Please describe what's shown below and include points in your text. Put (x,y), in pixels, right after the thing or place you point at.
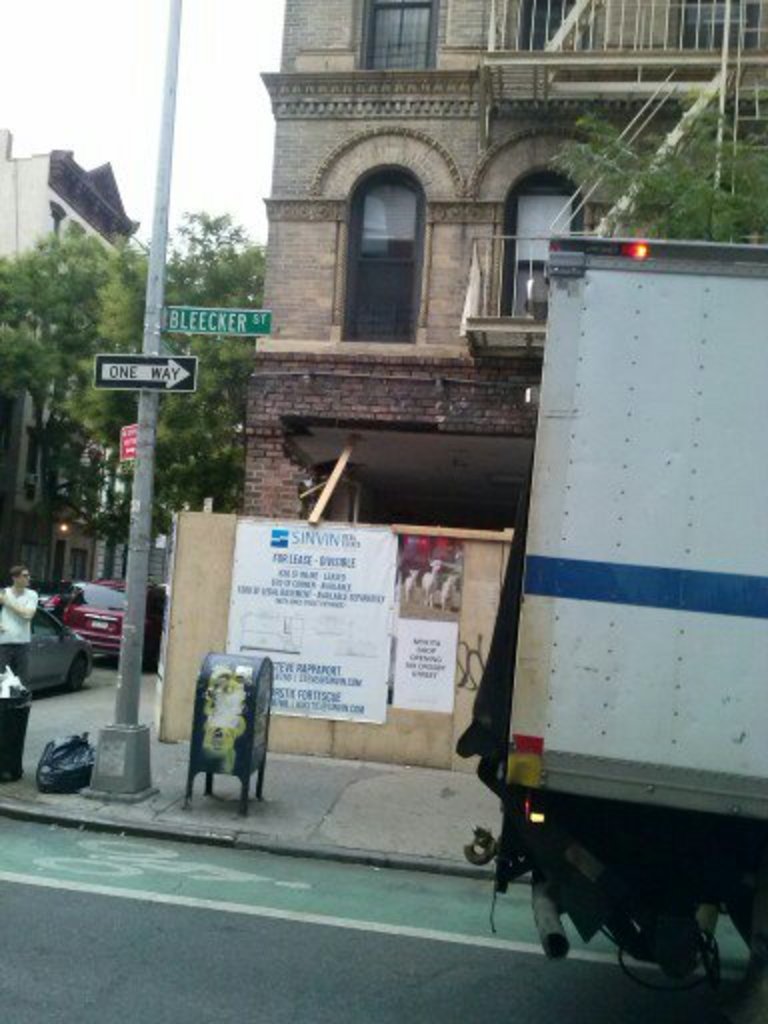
In the image I can see a place where we have some buildings (396,446) and also I can see some people (0,605), vehicle (678,241), poles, posters (248,573) and some other things (4,741) on the ground (62,819).
